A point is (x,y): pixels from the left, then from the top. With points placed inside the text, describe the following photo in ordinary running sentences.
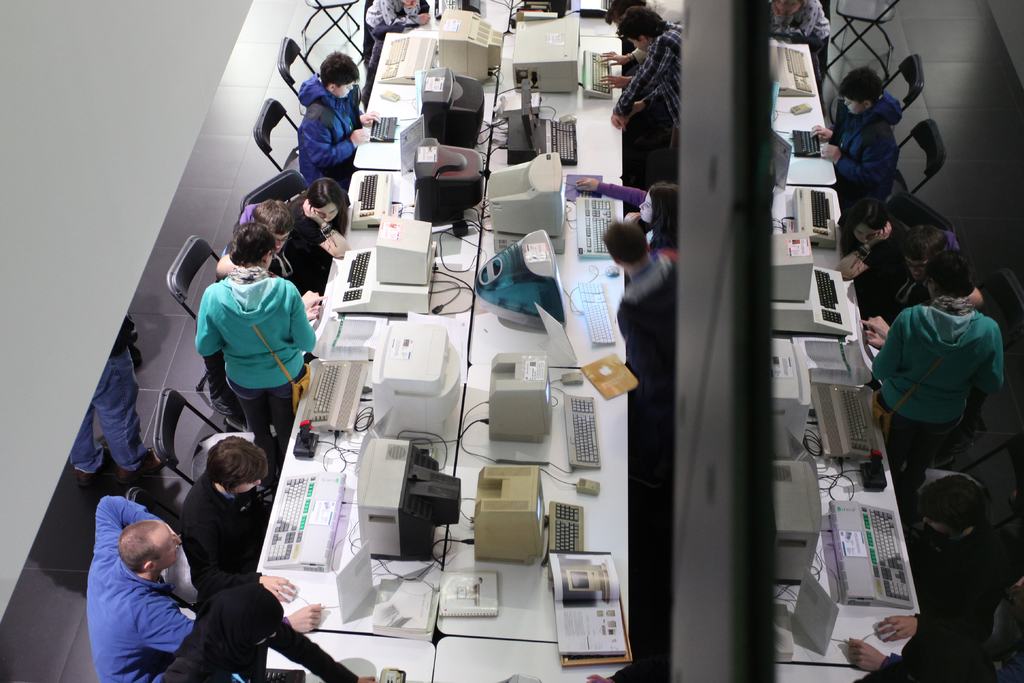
The picture is of a work space (608,423). There are many people (221,461) sitting on chairs (301,158), few are standing. On the desks (531,334) there are systems (518,382), keyboards (561,545), books (571,622), few other things (592,381) are there. This is the floor (222,166).
